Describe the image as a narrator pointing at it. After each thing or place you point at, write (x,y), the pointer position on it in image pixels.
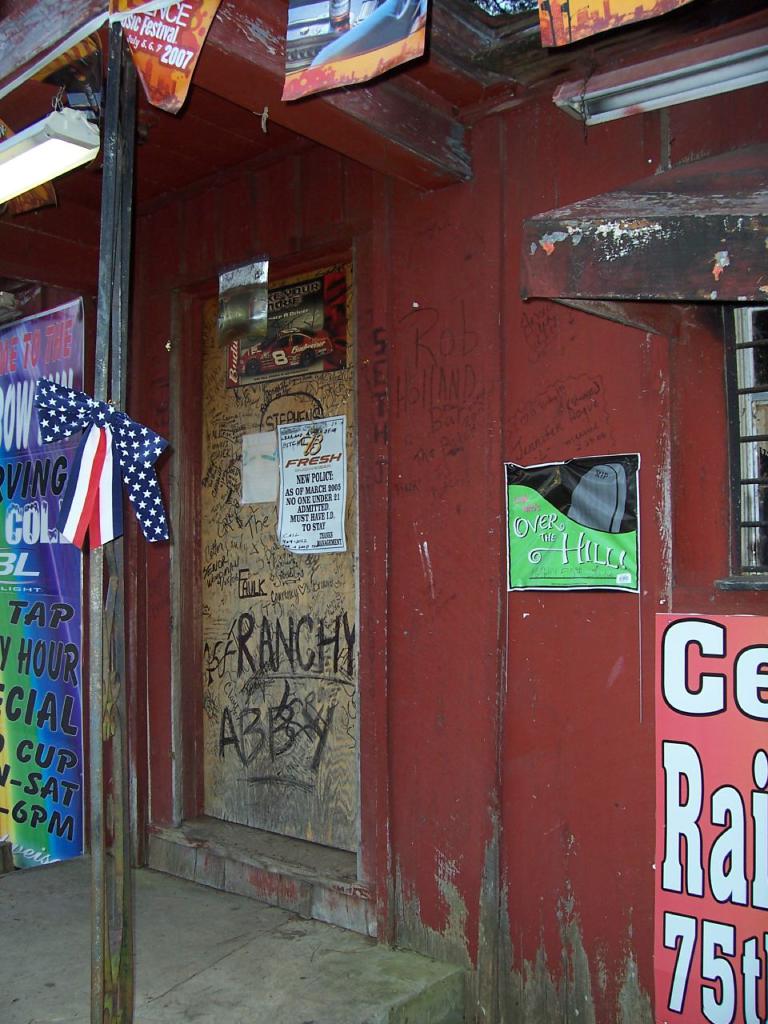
I can see the posters (301,312) attached to the door (236,560). This looks like a house (439,142). These are the banners (527,532) attached to the wall (468,378). I can see a tube light (90,136) hanging to the roof (162,138). This is a pole (95,646). At the right corner of the image (749,398), that looks like a window (758,450).
